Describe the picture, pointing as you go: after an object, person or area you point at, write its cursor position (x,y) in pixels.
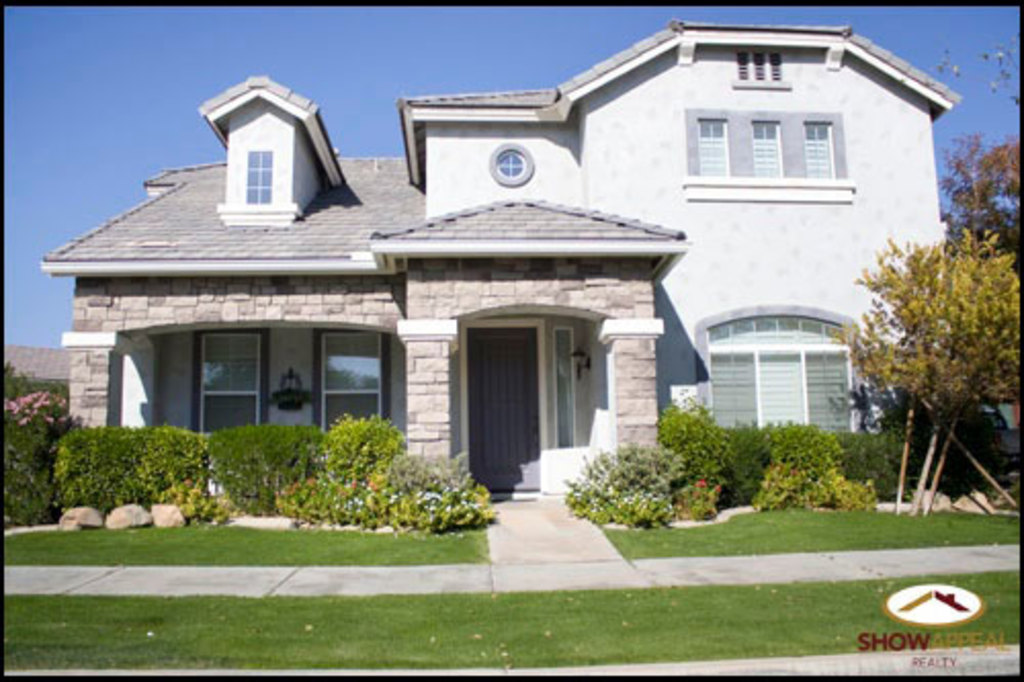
In this picture there is a house (406,363). In front of the house (673,370) we can see plants (903,405), trees (1008,325), grass (581,599) and stones (172,524). Here we can see doors (470,438), windows (357,411) and light (286,396). On the top (550,13) there is a sky (428,9). On the bottom right corner (927,623) there is a watermark (939,598).
